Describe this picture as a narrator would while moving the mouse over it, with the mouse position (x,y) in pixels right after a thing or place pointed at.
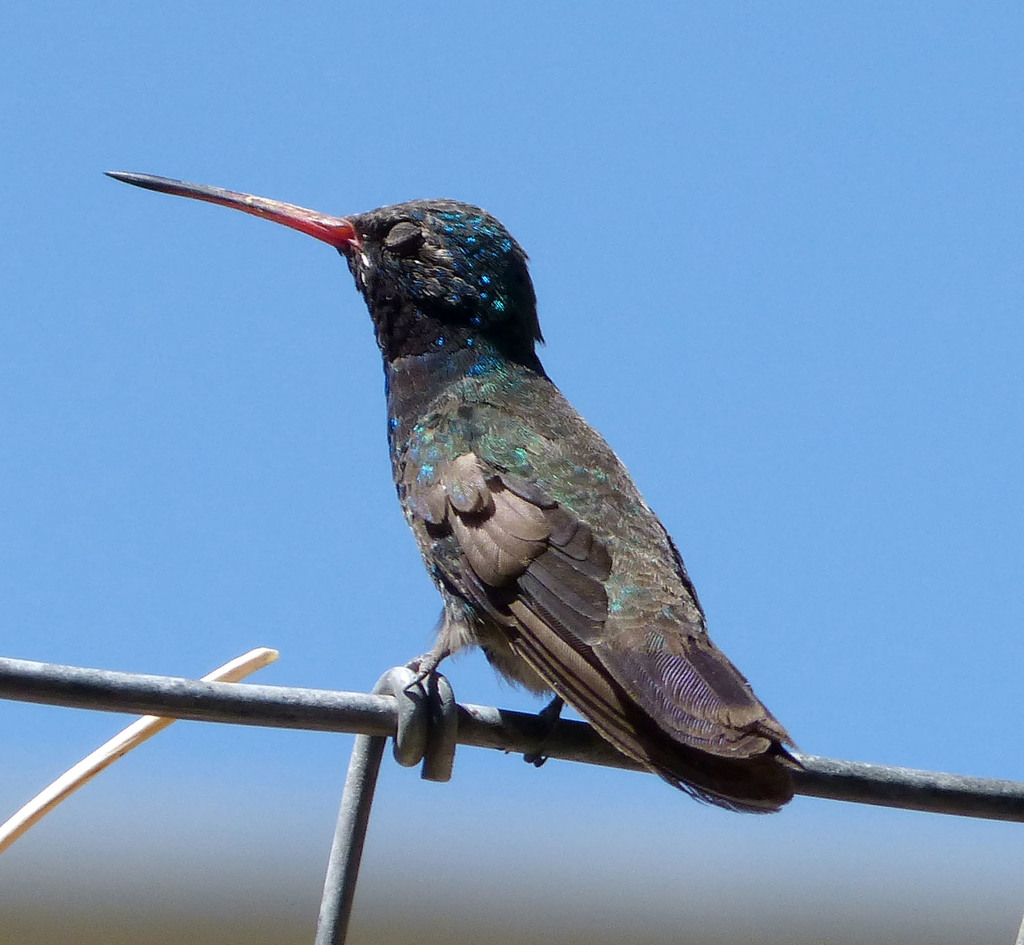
In this image In the front (487,472) there is a bird (492,496) standing on the rod (405,726) and there is an object (74,773) which is white in colour.
